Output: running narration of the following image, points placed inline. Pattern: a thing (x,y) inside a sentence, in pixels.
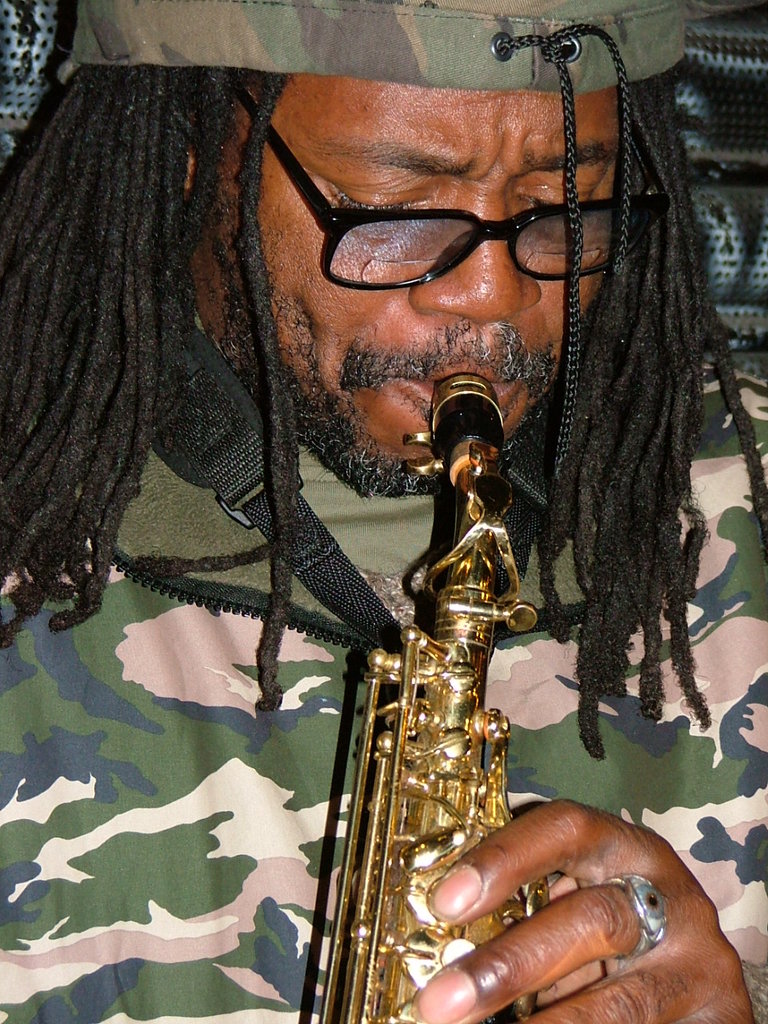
In this image there is one person (415,490) holding an instrument (440,770) as we can see in middle of this image (444,679).
